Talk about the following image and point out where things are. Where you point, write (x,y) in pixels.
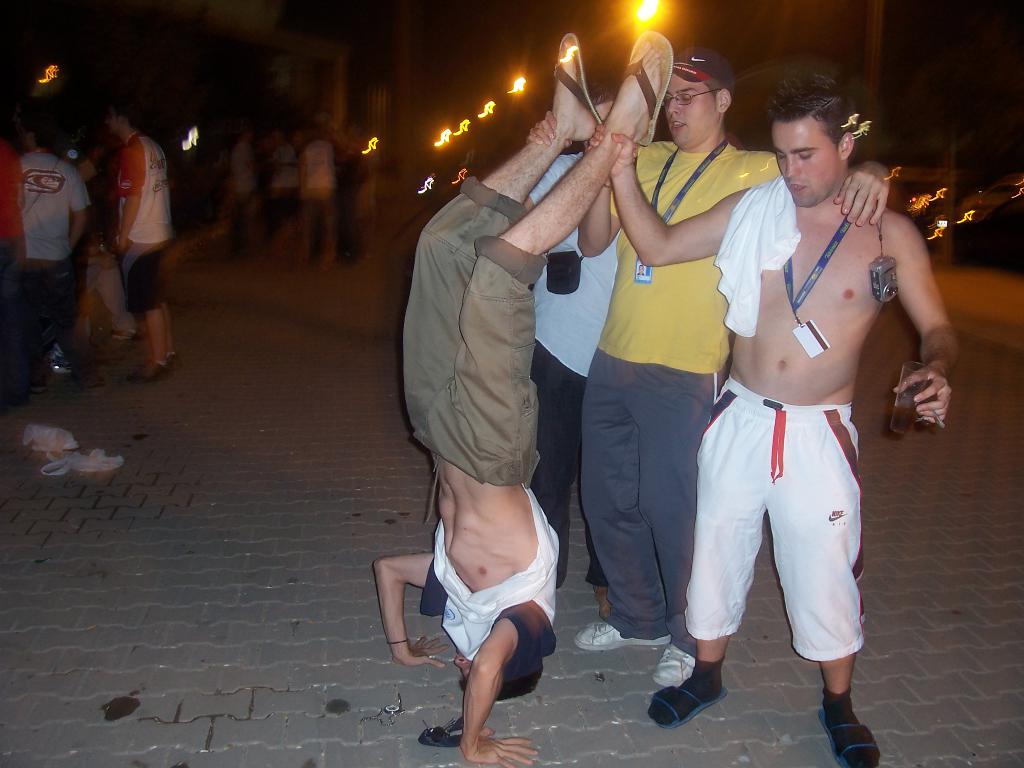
In this image there is a footpath (259,521). There are people (629,330) standing on the footpath (356,499). There are street lights (484,110) and there is a road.
